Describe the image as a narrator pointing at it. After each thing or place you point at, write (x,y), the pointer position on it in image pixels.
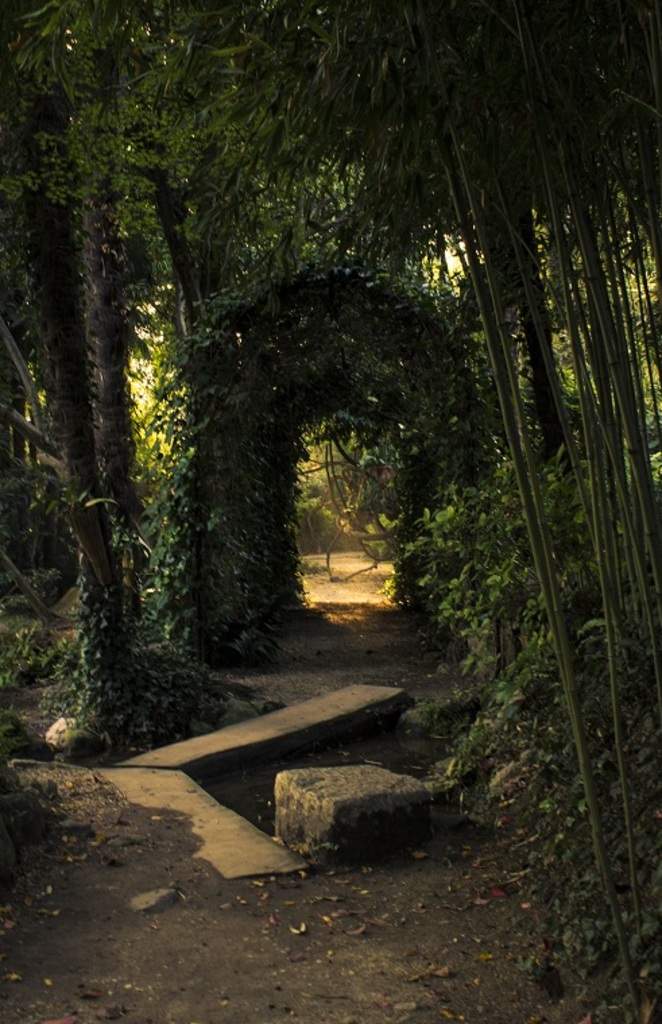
This image looks like it is clicked outside. In the middle (389,617), there is a path (473,853) along with the rocks (330,853). In the background (140,277), there are many trees (271,325).
